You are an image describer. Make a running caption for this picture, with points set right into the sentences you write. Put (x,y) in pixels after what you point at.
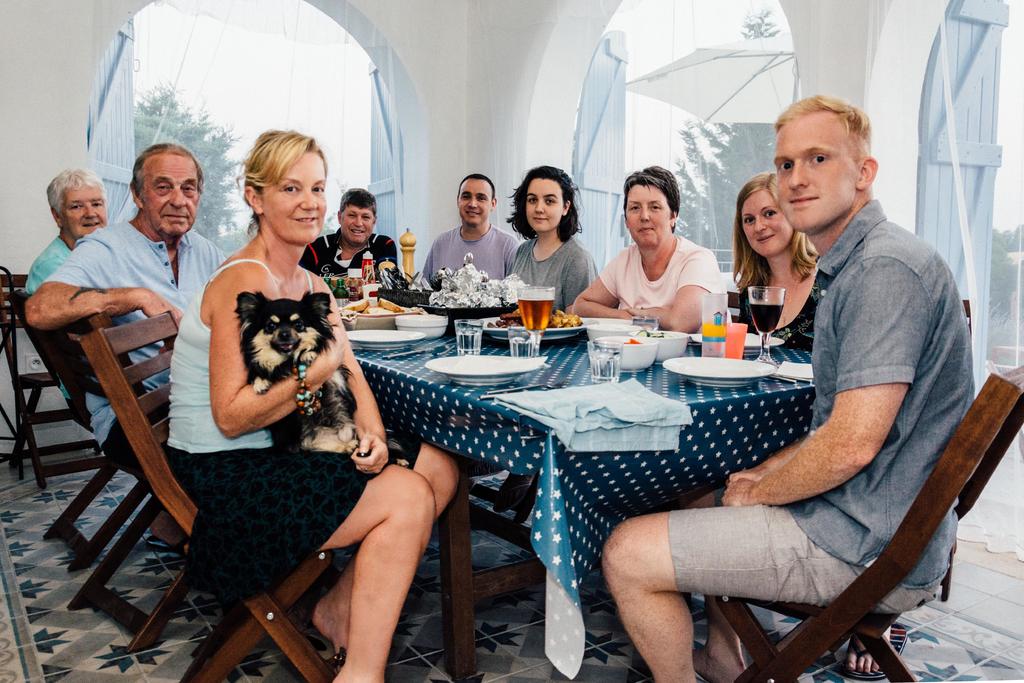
In this image I can see the group of people (233,307) sitting in-front of the table (529,424). These people (142,260) are wearing the different color dresses (166,281). And I can see one person (233,422) is holding an animal (263,379). On the table (603,456) I can see few plates (525,366), glasses (596,384), bowls (651,351) and cloth (638,441). In the back (335,148) I can see the windows (303,110) and I can see the trees (143,112) and sky (292,117) and also an umbrella (717,87) through the window (349,87).
